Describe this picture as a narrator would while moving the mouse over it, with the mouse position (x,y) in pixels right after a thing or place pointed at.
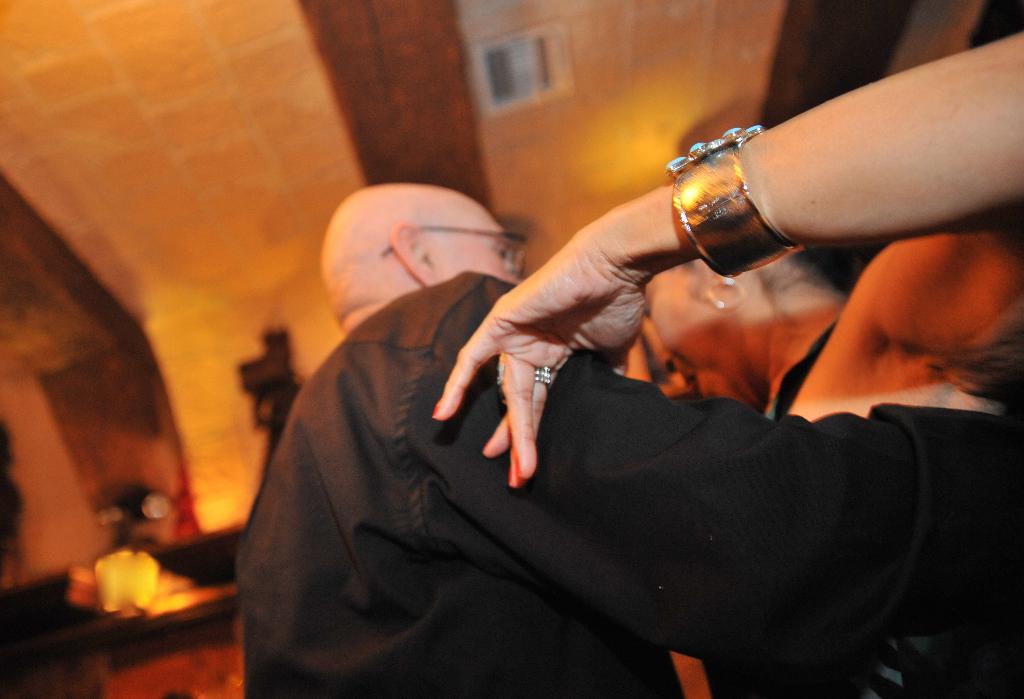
In this image we can see a man (689,408) and a woman (709,385) holding each other. On the backside (279,383) we can see a camera (283,371) on a stand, a wall (212,434) and a roof (127,373).
